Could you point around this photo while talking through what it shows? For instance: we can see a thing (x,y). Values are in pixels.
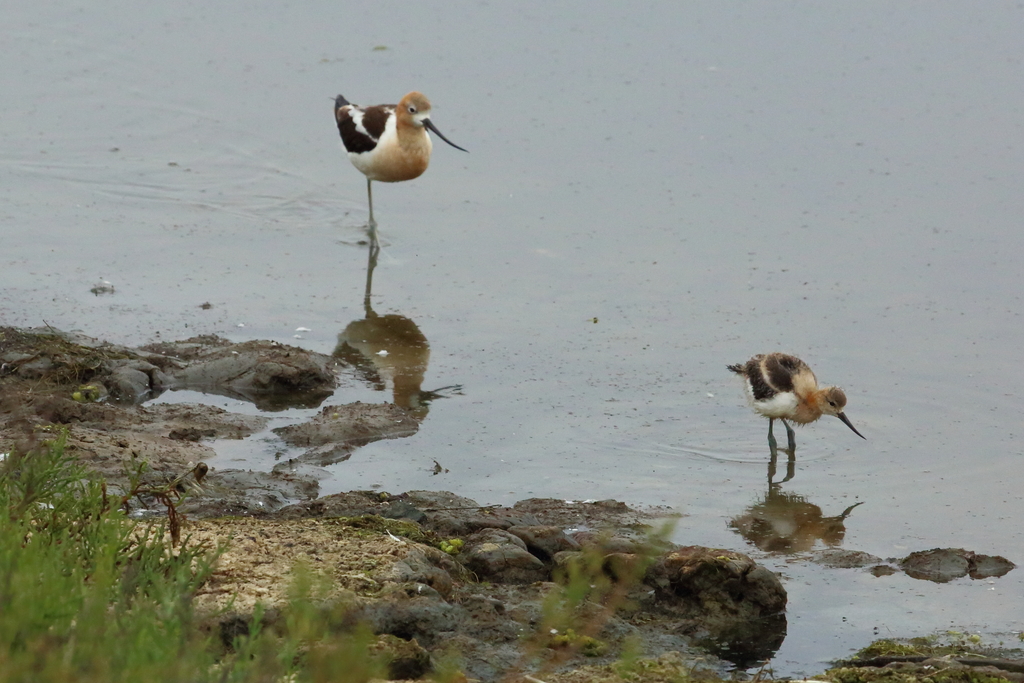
In the image I can see two birds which are on the water (389,243) and to the side there is a rock (299,555) and grass (253,658).
